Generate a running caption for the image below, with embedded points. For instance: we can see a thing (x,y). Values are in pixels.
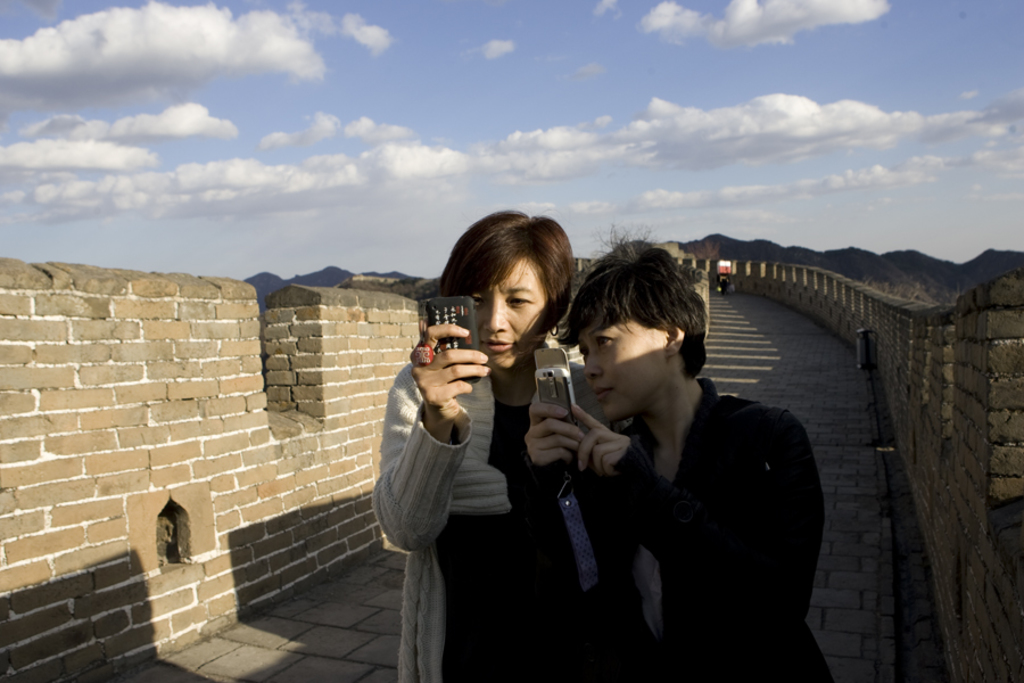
There are two persons (614,494) standing and holding a mobile phone (552,398) in their hands (580,420) and there is a fence wall (882,336) on either sides of them and the sky (505,124) is a bit cloudy.
